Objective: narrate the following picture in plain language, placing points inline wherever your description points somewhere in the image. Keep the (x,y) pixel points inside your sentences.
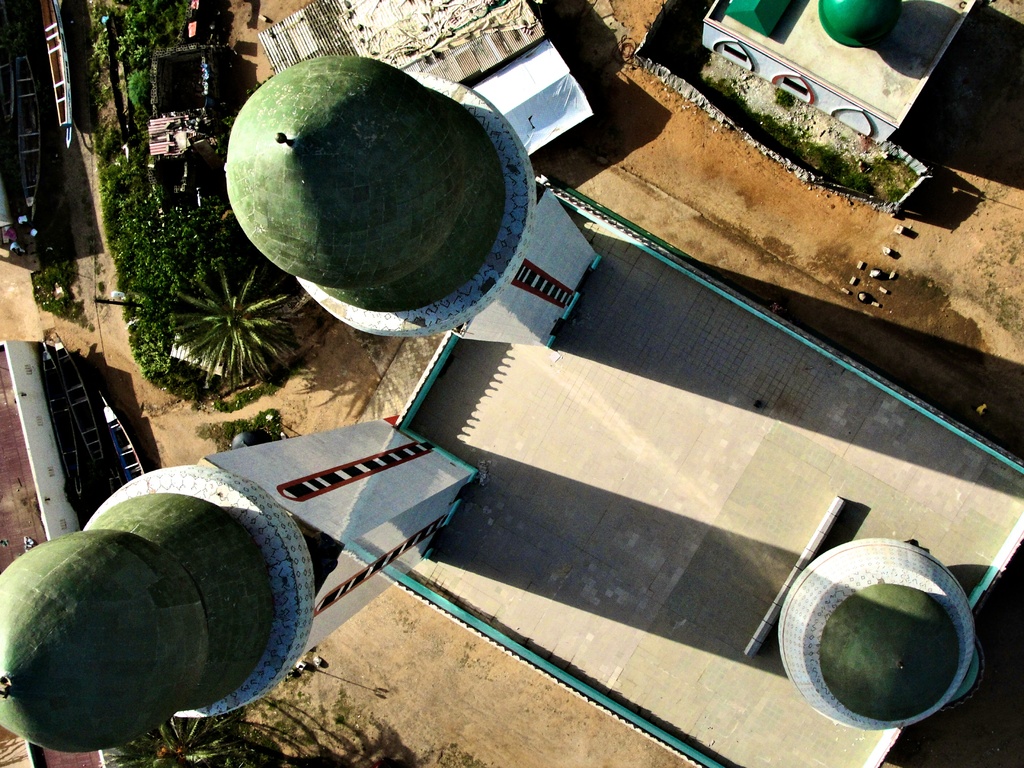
In this image I can see three towers (235,607). It is looking like a mosque (570,509). I can see few plants (195,257).
